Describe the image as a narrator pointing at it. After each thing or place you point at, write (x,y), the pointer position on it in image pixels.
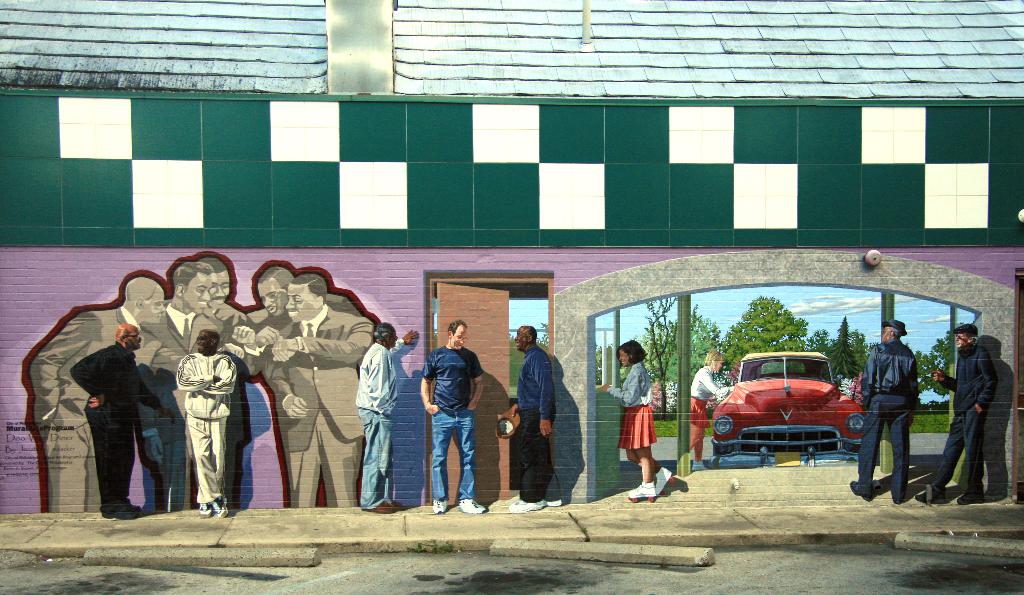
On the left side (206,452), there are two persons (212,404) standing on the footpath (214,523) near a wall (171,467) on which, there is a painting (167,285) of the persons (326,330). Beside this painting (331,370), there are persons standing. On the right side (905,428), there are two persons (981,378) in black color dresses (984,363) standing on the footpath (892,507) near the way (792,479). There is a woman (648,423) in orange color skirt (643,420) standing at the wall (345,303). There is another woman (710,374) in orange color skirt (705,404) standing at the car (752,366). In the background (917,422), there are trees (700,332), grass (948,419) and clouds (870,317) in the blue sky (722,314).
